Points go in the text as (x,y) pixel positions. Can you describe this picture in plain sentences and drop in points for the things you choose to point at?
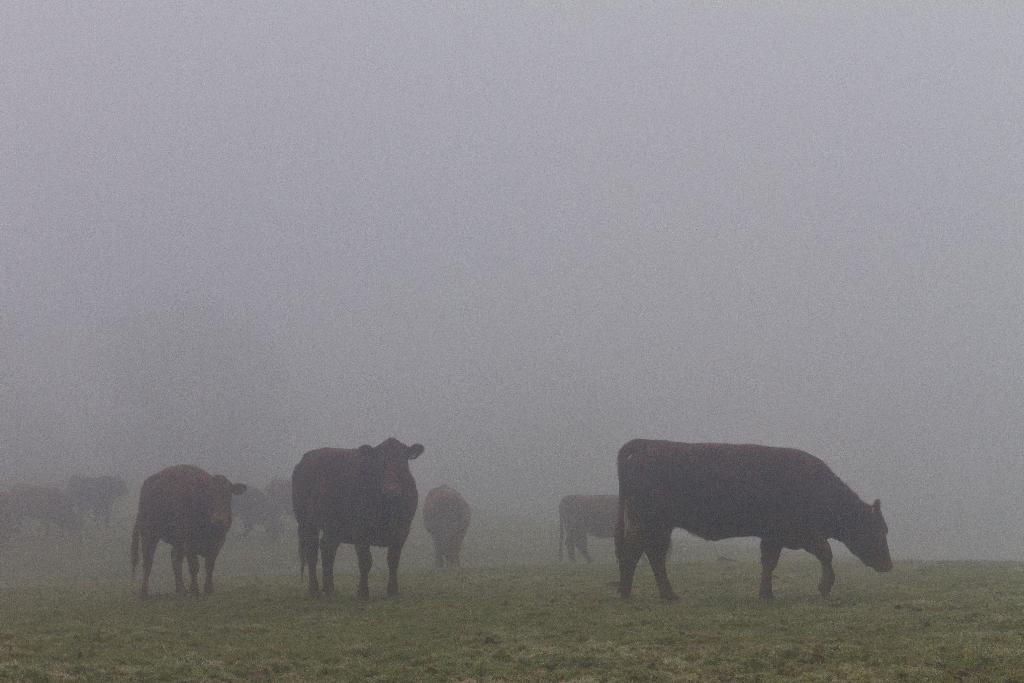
In this image we can see a group of cows (312,520) in the grass field (253,672). At the top of the image (320,220) we can see the sky (687,350).
